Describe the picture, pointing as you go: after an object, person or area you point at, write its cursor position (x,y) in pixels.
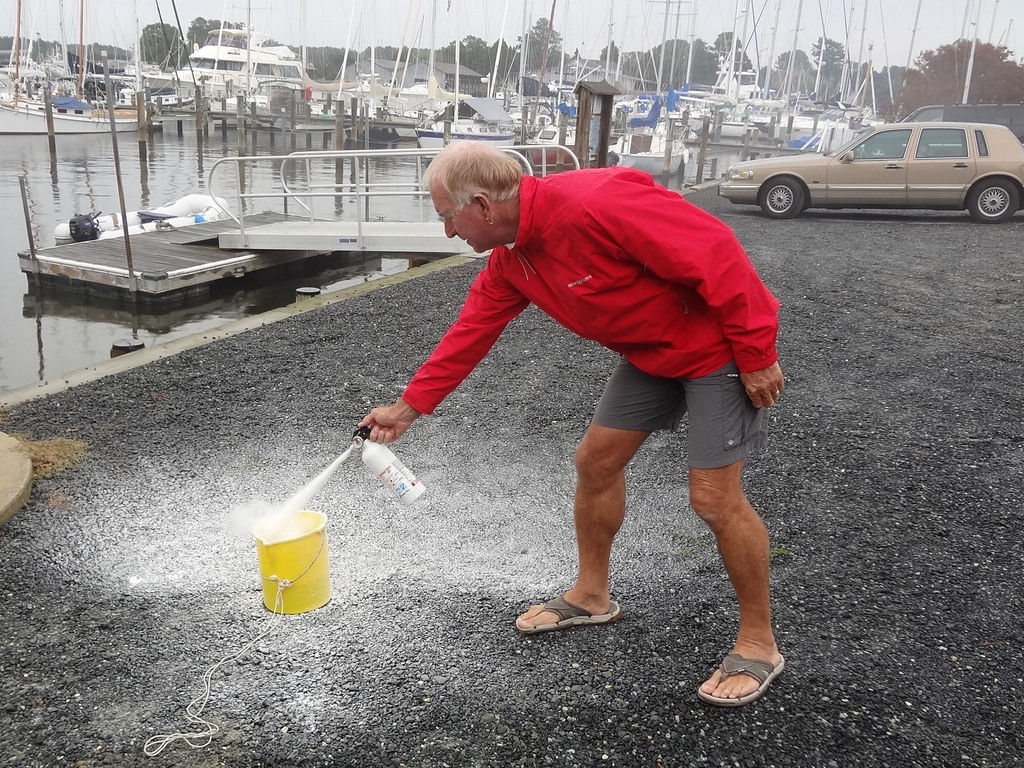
In this image I can see a person (726,422) wearing red colored jacket (634,288) is standing and holding an object (385,448) in his hand (374,430). I can see few vehicles (902,168), the water (261,151), few boats (660,107), few trees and the sky (606,39) in the background (477,36).
